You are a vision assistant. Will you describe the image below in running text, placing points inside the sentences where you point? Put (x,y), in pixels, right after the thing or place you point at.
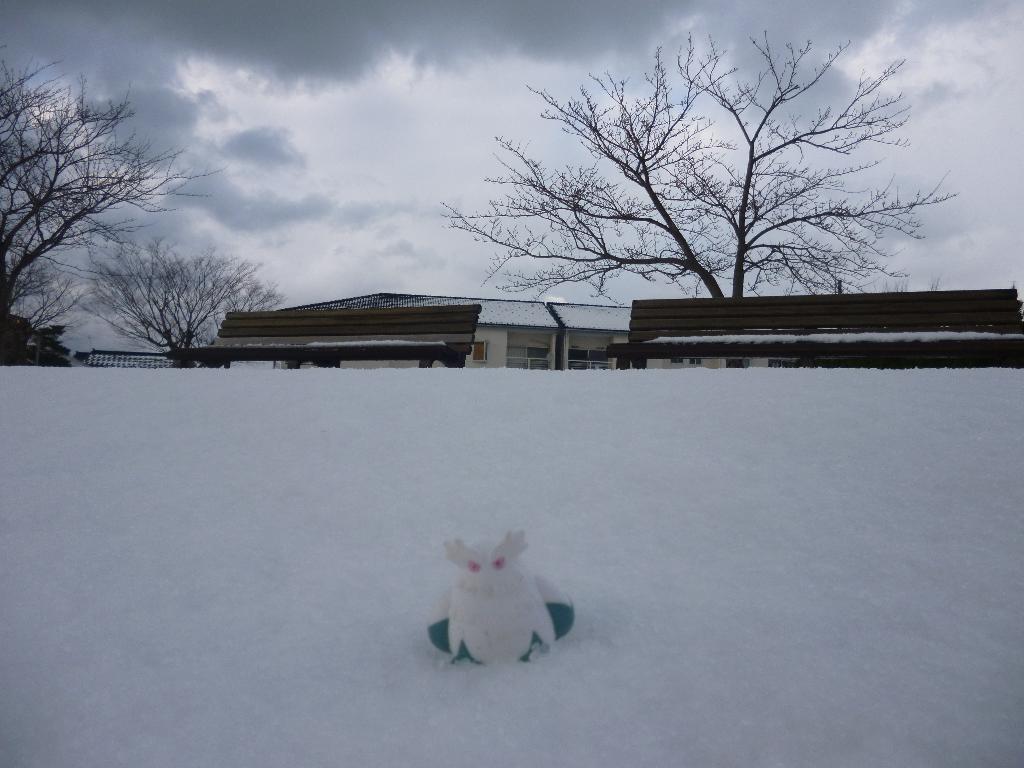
In front of the picture, we see the stuffed toy (487,614). At the bottom (291,650), we see the snow (633,558). There are trees (174,326) and buildings (757,359) in the background (190,336). At the top (371,155), we see the sky (371,155) and the clouds (202,182).
